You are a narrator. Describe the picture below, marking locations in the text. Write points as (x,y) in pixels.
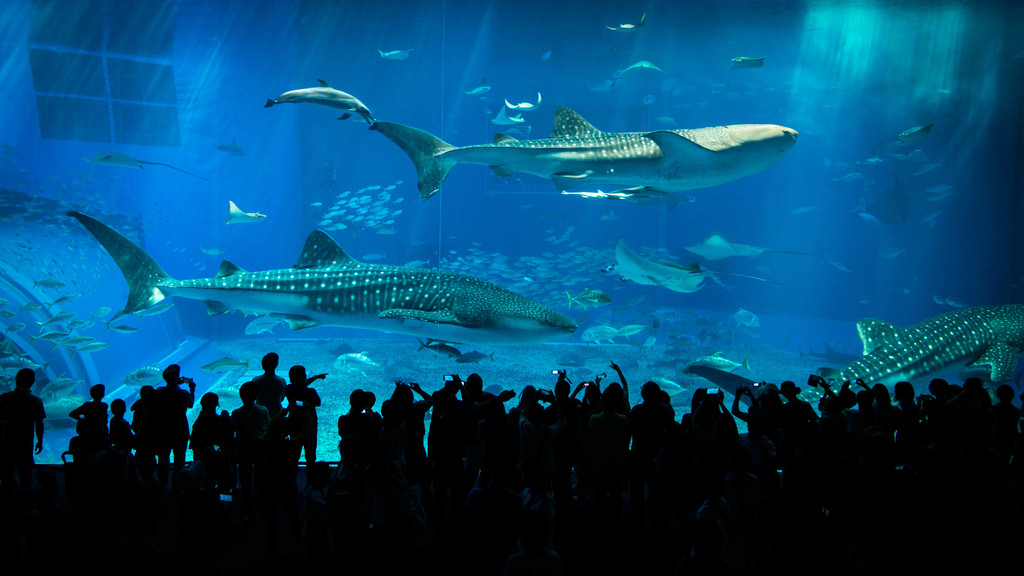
In this image at the bottom (665,431) there are a group of people (454,442), in the center (427,306) there is an aquarium (422,222). In that aquarium (944,84) there are some fishes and in the background (138,75) we could see a window (136,79).
